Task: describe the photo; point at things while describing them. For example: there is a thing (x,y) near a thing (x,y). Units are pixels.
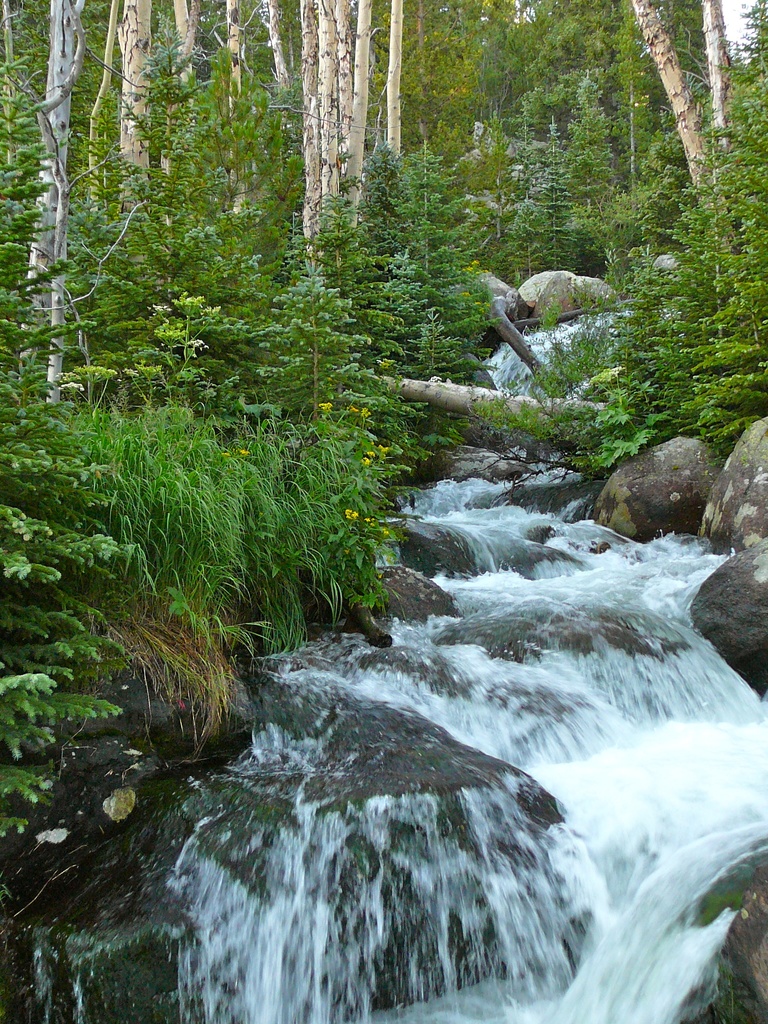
In this image I can see the waterfall (572,761). On the left side (138,417) I can see some plants (203,481). In the background (319,151), I can see the trees (326,142).
